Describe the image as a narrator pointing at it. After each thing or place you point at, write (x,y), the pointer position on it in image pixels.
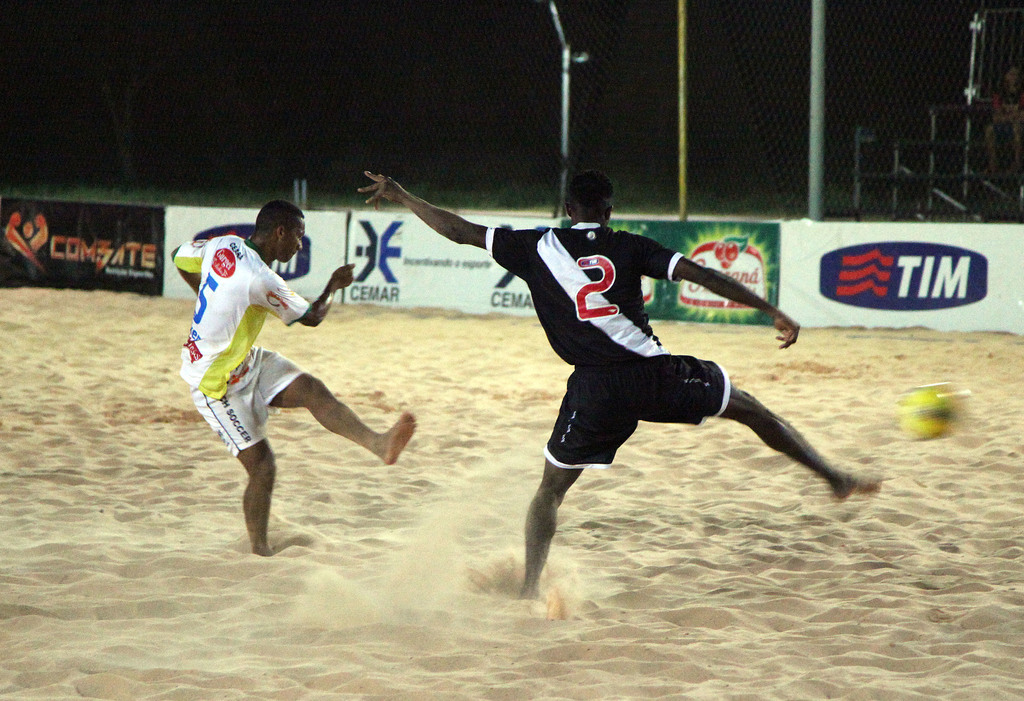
This is the picture of a playground (706,581). In this image there are two persons (543,303) standing and there is a yellow color ball (942,429) in the air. At the back (69,279) there are hoardings (63,249) and there are poles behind the fence (977,133). At the top (341,92) there is sky (285,32). At the bottom (426,632) there is sand (912,615).
